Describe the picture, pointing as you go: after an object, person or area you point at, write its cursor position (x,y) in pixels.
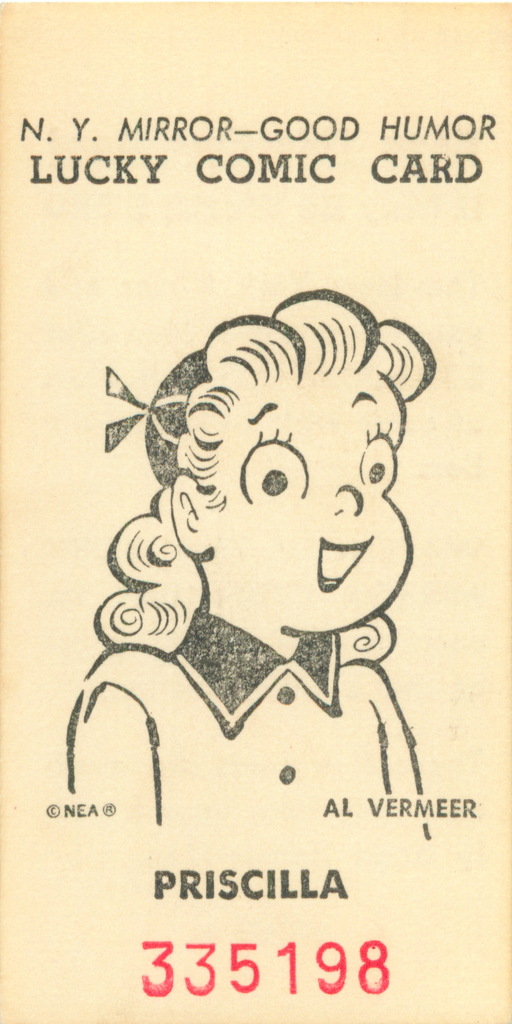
In this image there is a poster (318,496) with some text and cartoon girl (370,538).
